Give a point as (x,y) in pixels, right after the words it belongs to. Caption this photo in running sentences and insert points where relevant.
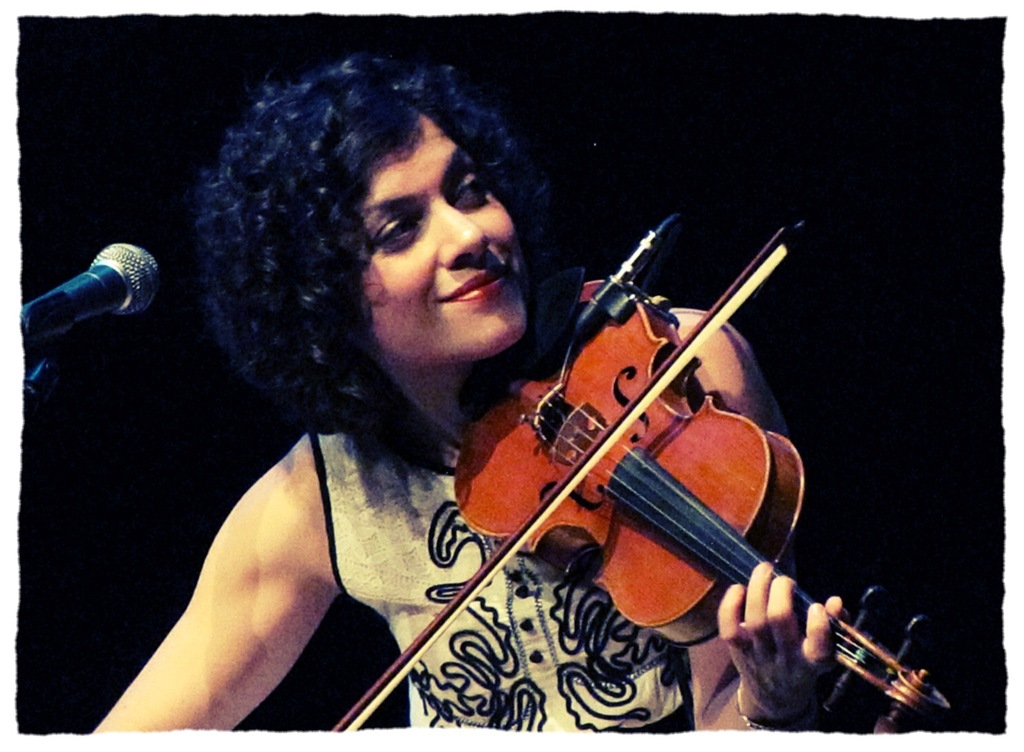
Woman (441,426) playing violin (612,542), this is microphone (143,288).
